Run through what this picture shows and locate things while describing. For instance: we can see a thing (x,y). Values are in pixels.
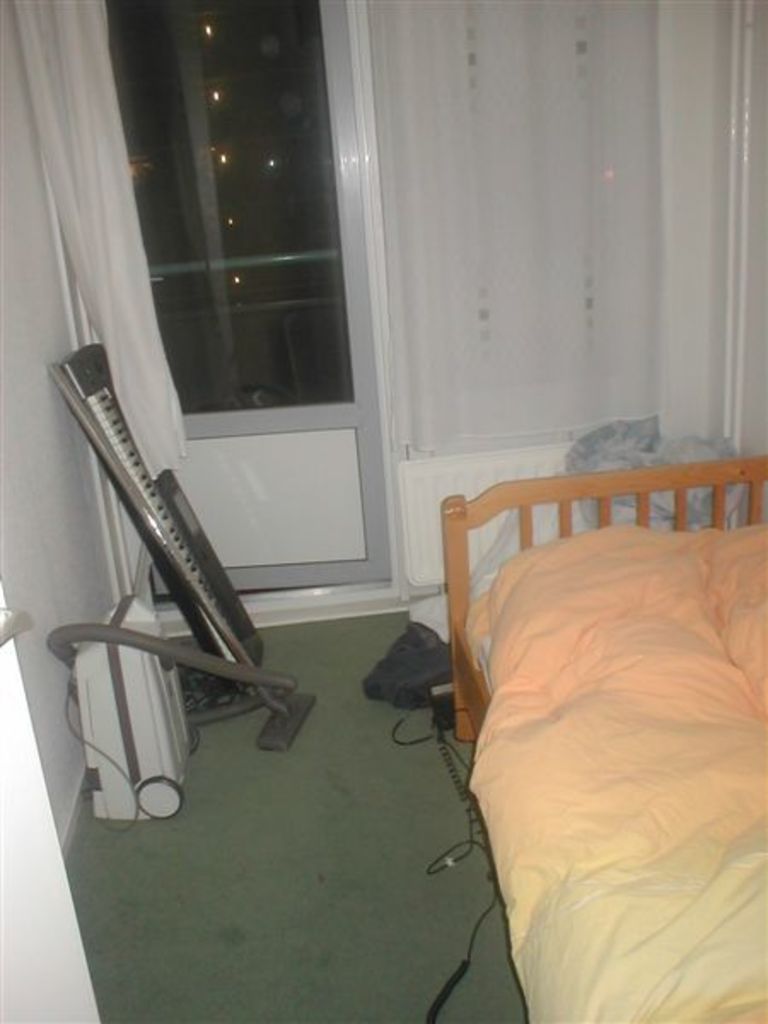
In this room (231,958) we can see piano (131,444) leaning on the wall (68,770), vacuum cleaner (155,721), cables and some other objects (36,809). On the right side (519,853) we can see a bed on the floor (352,830). In the background (558,455) we can see curtains (641,34), glass door (294,188) and some other items (388,673).
